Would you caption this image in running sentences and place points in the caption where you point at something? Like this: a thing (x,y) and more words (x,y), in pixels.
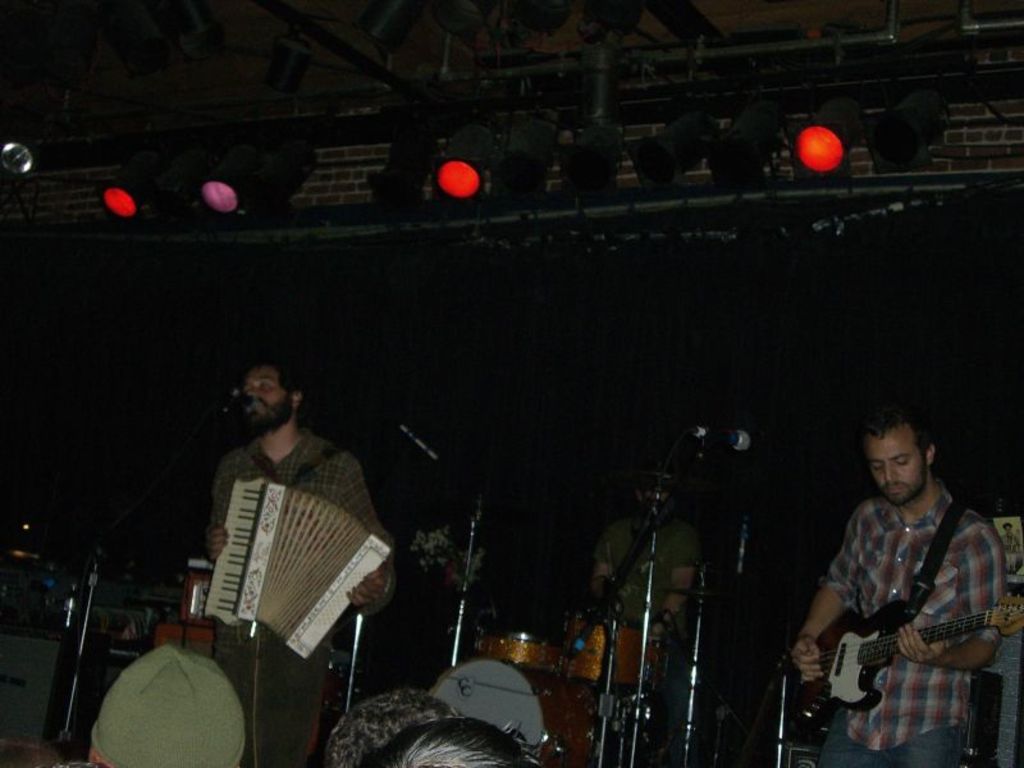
In this picture, it looks like a stage (334,411). On the stage (367,431) there are three people (647,496) standing and holding some musical instruments (324,531). In front of the people (272,423) there are microphones (745,448) with stand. On the left side of the people (385,602) there are some objects (105,586). At the top (524,159) those are looking like lights (510,153) and a truss (379,58). In front of the three people (270,636), we can see few people heads (189,721).
